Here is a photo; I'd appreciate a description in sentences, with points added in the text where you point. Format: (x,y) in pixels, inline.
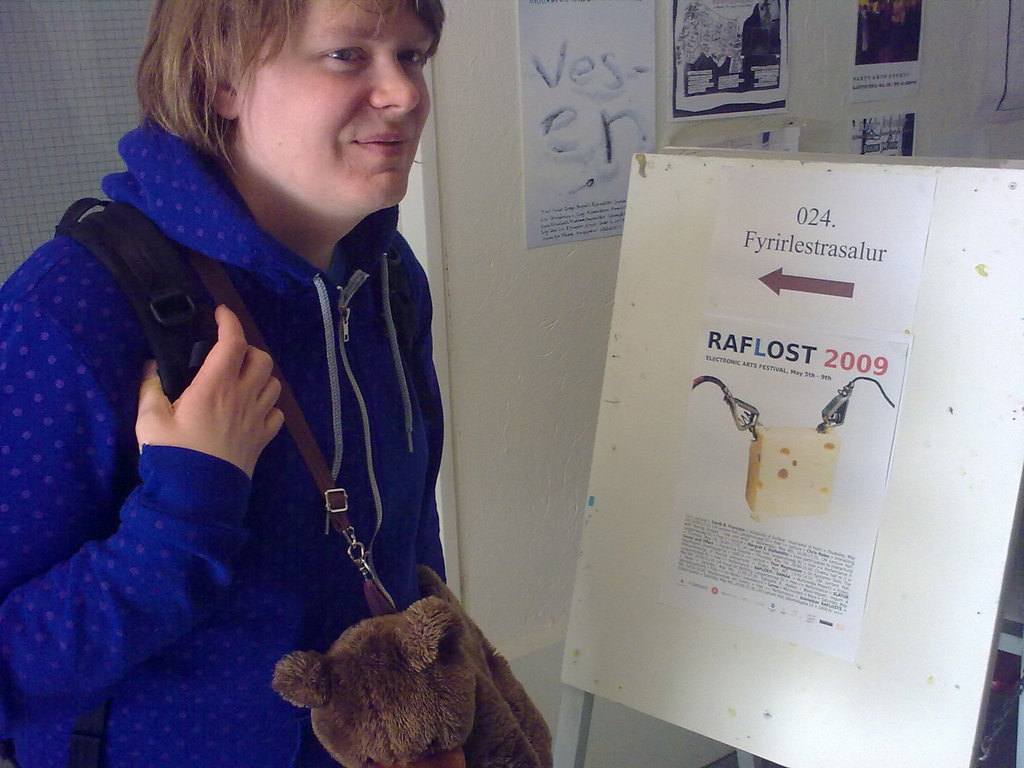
On the left side of the image (240,350) there is a man (314,539) with a bag (405,654). Beside him on the right side (822,187) there is a board (687,224). On the board (659,286) there are papers (800,458) with images (822,443) and text (746,562). Behind the board (642,213) there is a wall (469,59) with posters (622,122).
